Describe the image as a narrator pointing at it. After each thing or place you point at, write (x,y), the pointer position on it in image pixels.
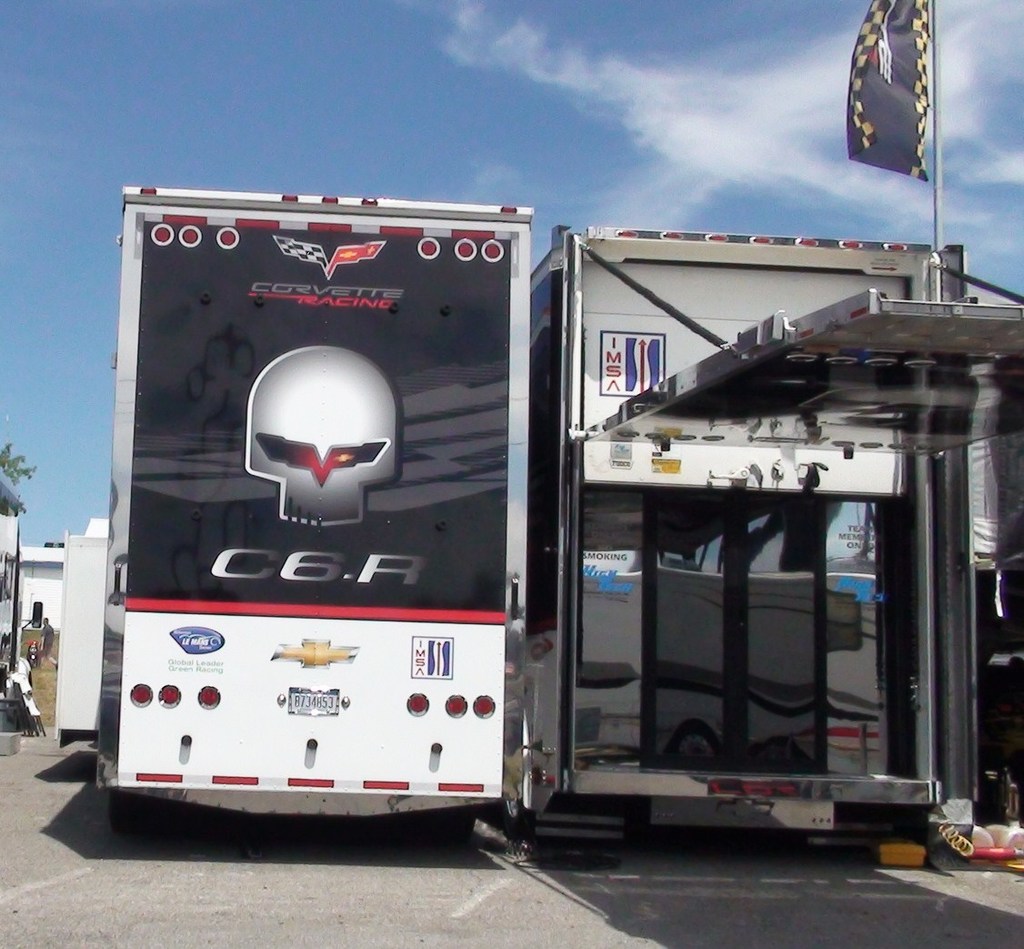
In the picture we can see a two buses (843,658) from the backside on the path (730,947) and behind the one bus (136,324) we can see a banner ad (187,291) to the beside bus (822,716) we can see a door (831,729) opened and in the background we can see a pole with a flag (923,178) and a sky (910,222) with clouds (865,199).
